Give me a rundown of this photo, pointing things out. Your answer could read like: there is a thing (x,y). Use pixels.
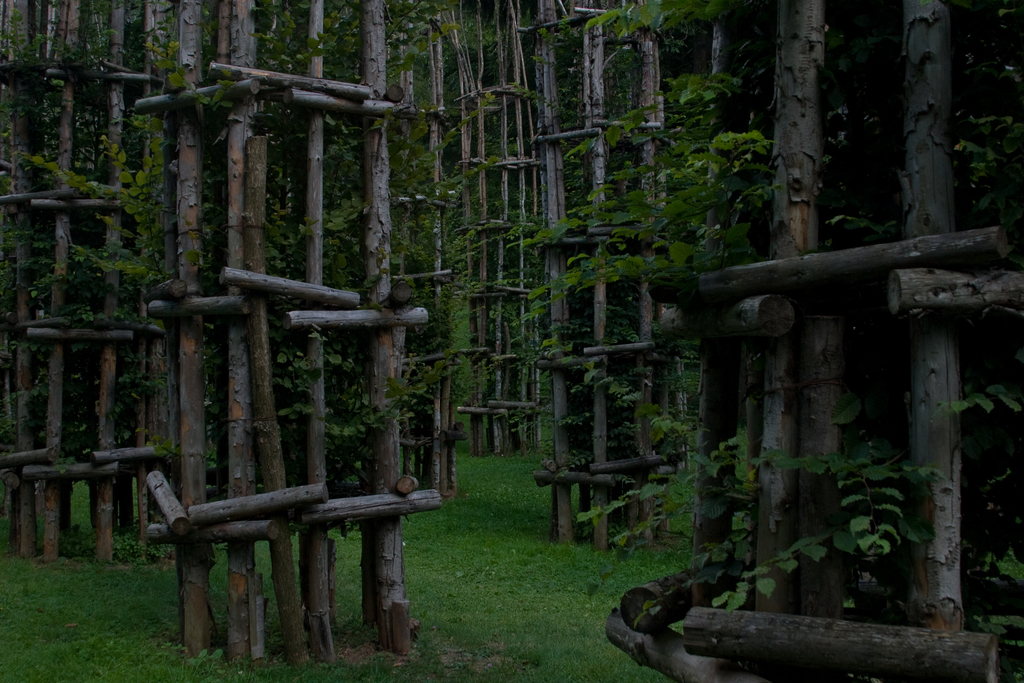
There are many wooden logs (18,64) in the image. There are creepers (620,229). At the bottom of the image (458,613) there is grass (490,612).
